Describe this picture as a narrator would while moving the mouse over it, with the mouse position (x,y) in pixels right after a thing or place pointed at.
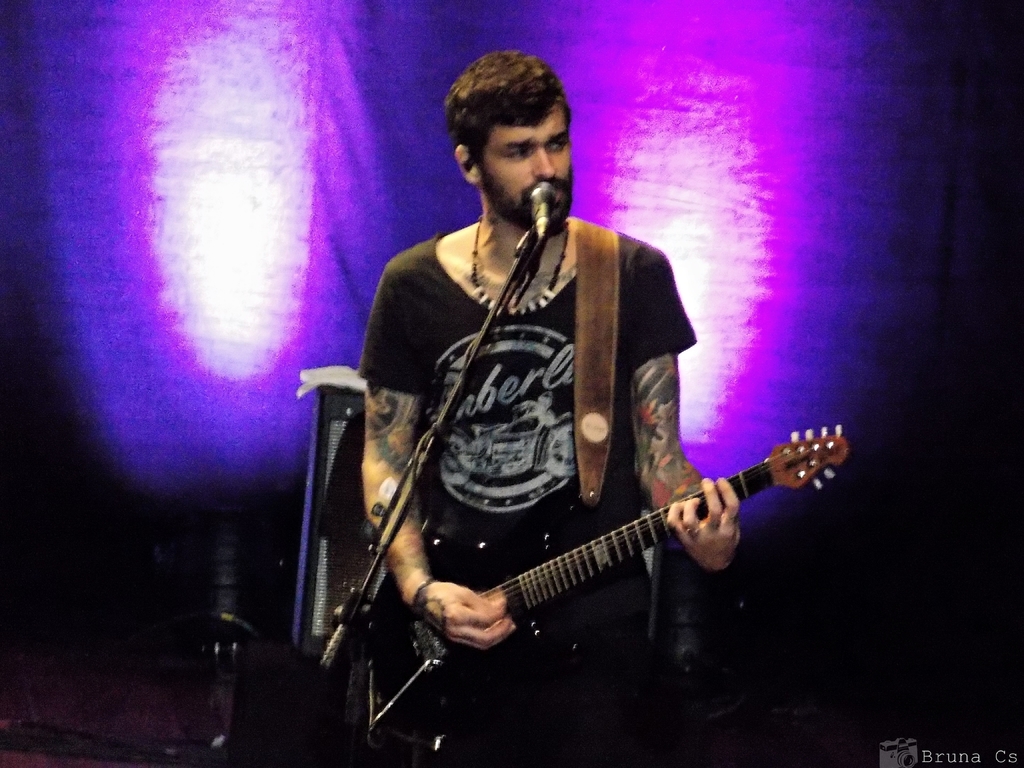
In this there is a man (410,442) who is wearing black t-shirt (541,378), locket (543,308), band (423,590) and jeans (554,693). He is playing guitar (640,540) and singing on the mic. Behind him we can see the speaker (326,591) and focus lights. At the top (222,155) we can see light (657,214) on the cloth (665,128). In bottom right corner (883,740) there is a watermark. In the bottom left (202,570) we can see the darkness (80,607).
